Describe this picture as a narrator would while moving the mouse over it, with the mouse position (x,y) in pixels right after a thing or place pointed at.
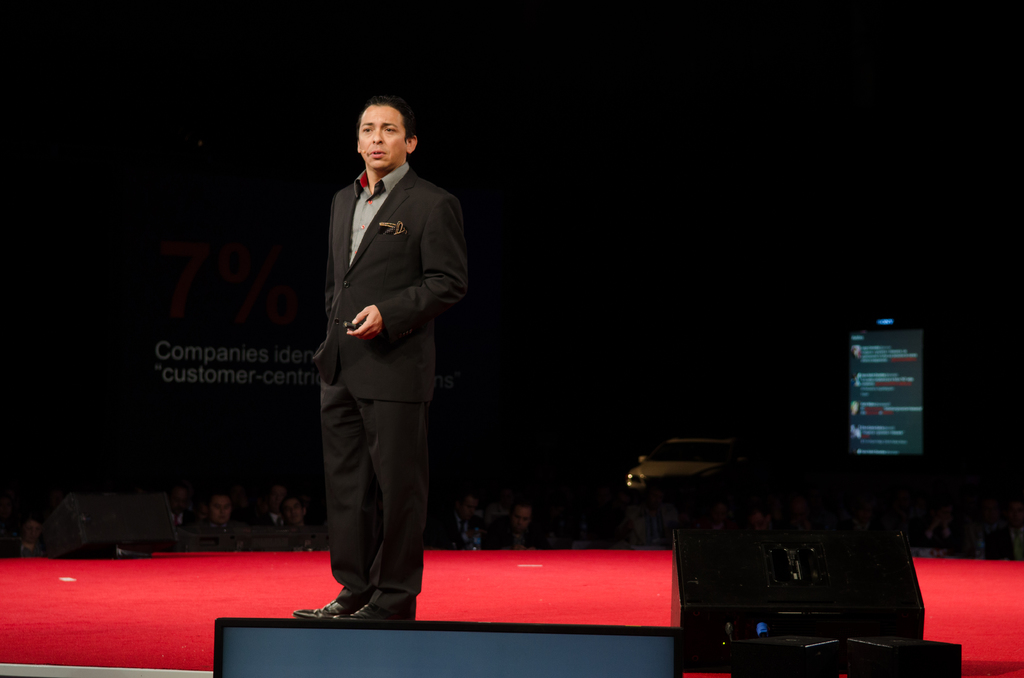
In this image there is a person (364,364) standing and holding an object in his hand (366,322). The background (693,448) is dark, in that we can see there are a few people (522,506) sitting, car (693,461) and we can see there is an image (876,414) and some text (239,375).
